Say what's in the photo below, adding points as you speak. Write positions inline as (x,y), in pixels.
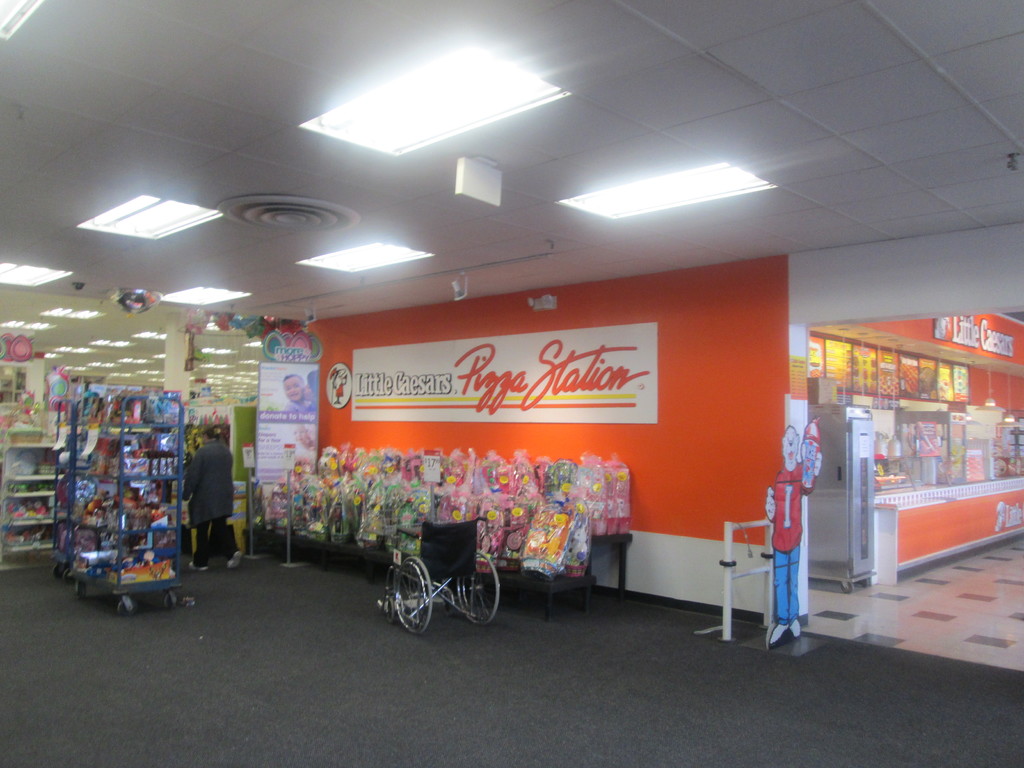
In this picture I can see woman (217,523) walking and a wheelchair (418,604) and I can see few items (147,504) in the shelves (167,408) and the picture looks like a inner view of a store (343,570) and I can see text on the walls (418,437) and I can see a board (287,433) with some text (295,355) and few lights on the ceiling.
